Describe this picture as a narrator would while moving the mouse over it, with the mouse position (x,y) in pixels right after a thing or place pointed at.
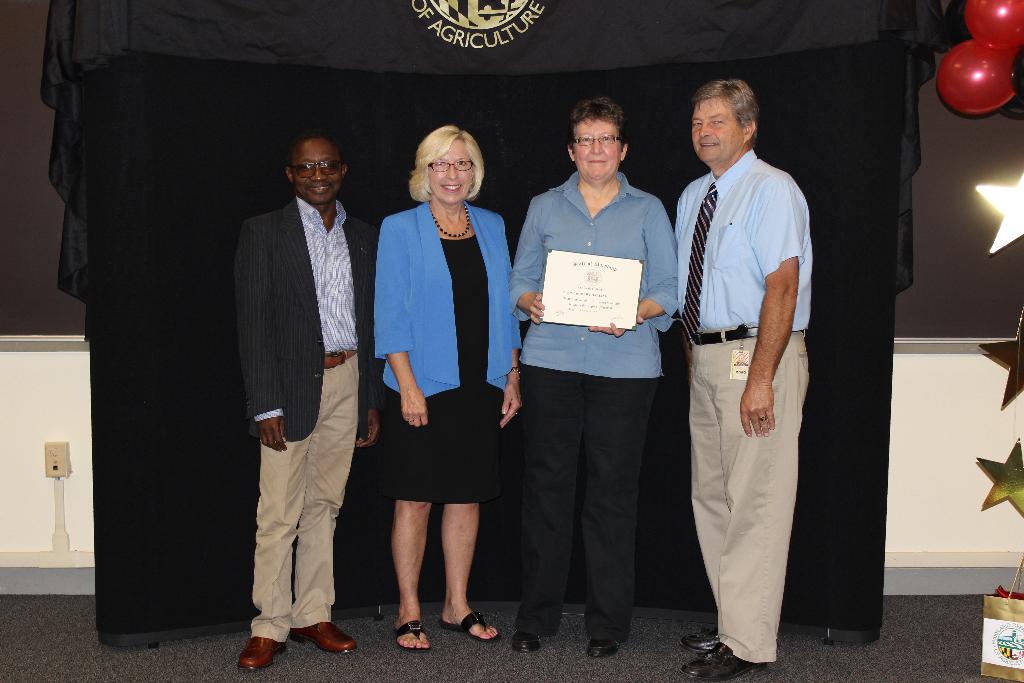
In the foreground of this image (681,294), there are four people (706,441) standing and posing to a camera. In which there is a woman (628,391) holding a frame (617,308). Behind them, there is a black curtain (496,14). On the right (982,55), there are balloons (976,50) and star (1019,502). A bag (1006,631) on the floor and the wall (957,388) in the background (947,353).
